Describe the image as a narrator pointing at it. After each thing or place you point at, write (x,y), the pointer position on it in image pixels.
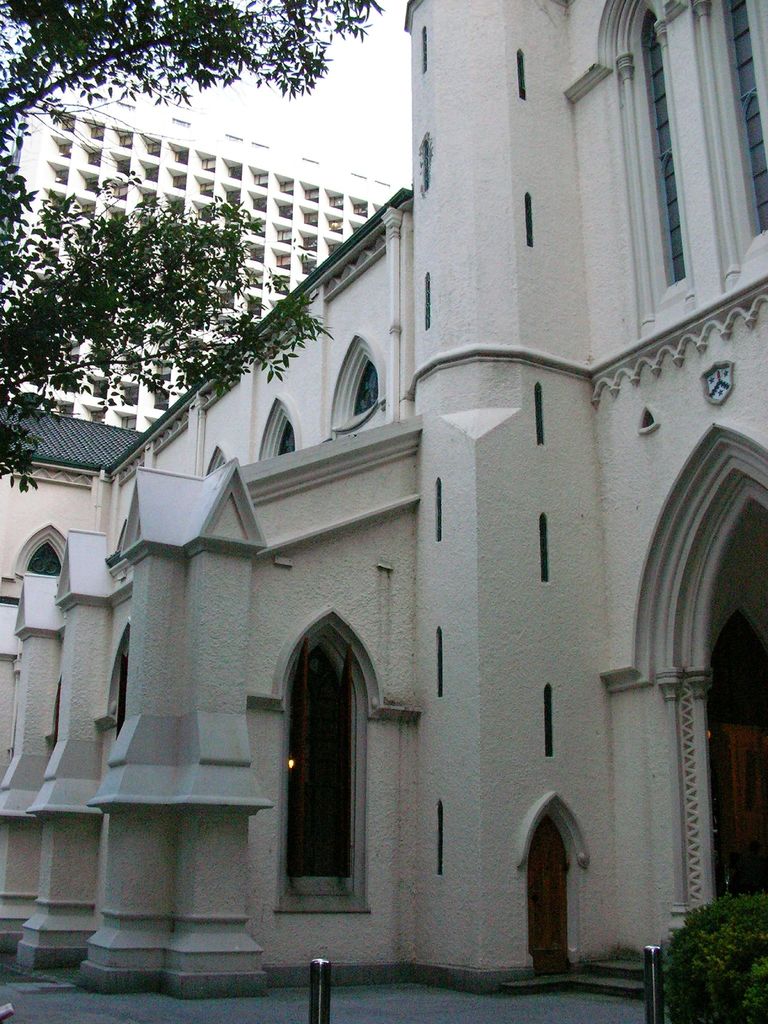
In this image we can see few buildings (310,369). In the top left (33,309), we can see a tree (23,304). At the bottom (761,1020) we can see the barriers (659,994) and plants (712,975). On the right side (735,705), we can see an entrance (739,699). On the building (358,562) in the foreground (307,678) we can see few windows (330,651).
